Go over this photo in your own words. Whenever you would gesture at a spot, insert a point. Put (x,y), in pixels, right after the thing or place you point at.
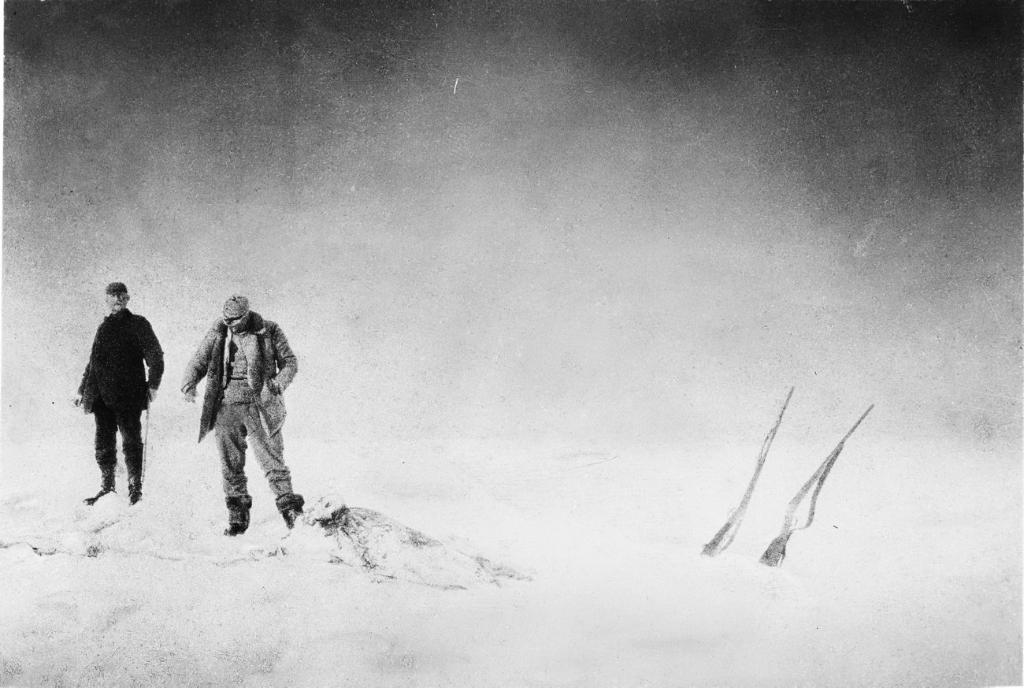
In the picture I can see two persons (134,442) standing in the snow (251,486) and there are two objects (794,498) in the right corner (824,483).
